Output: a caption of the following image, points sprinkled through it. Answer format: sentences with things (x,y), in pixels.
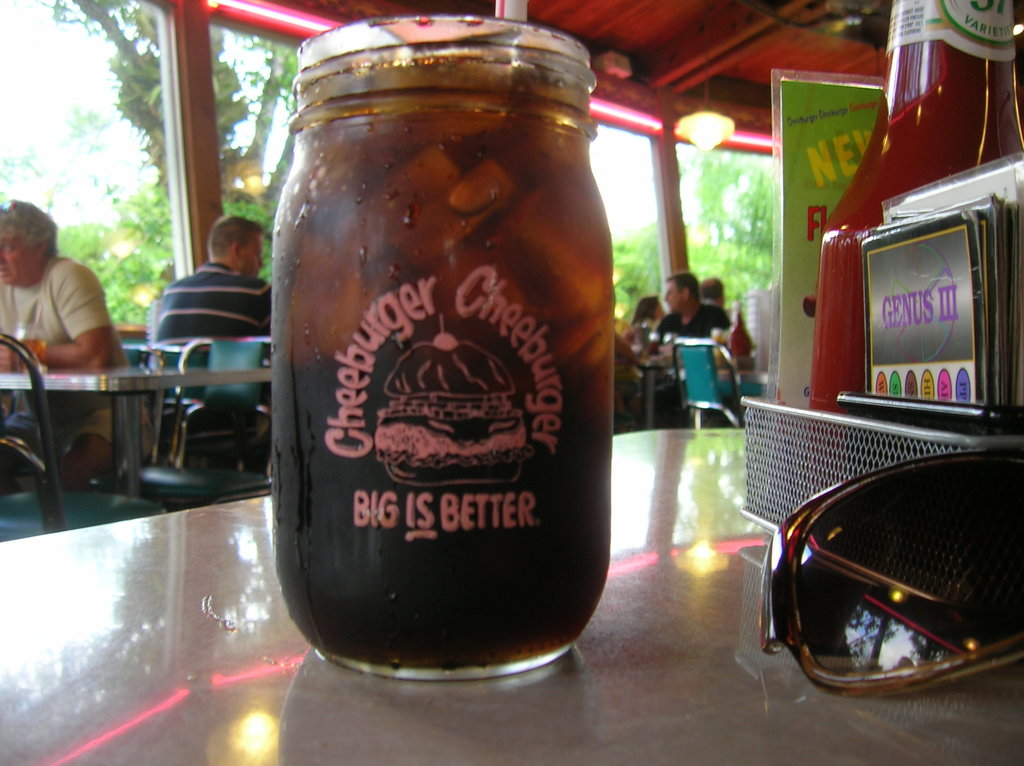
As we can see in the image there is tree (144,84), few people (20,248) sitting on chairs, table (258,687) and on table (318,733) there is a bottle (563,503) and goggles (904,628).
